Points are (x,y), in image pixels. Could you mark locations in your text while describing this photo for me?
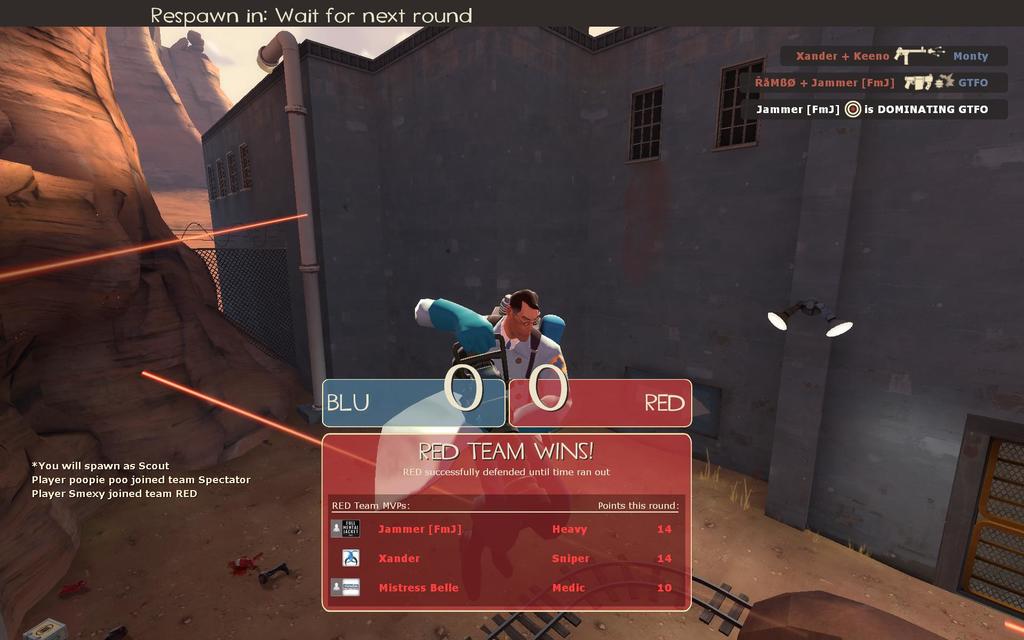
This picture consists of a screenshot (479,244) in the image.
